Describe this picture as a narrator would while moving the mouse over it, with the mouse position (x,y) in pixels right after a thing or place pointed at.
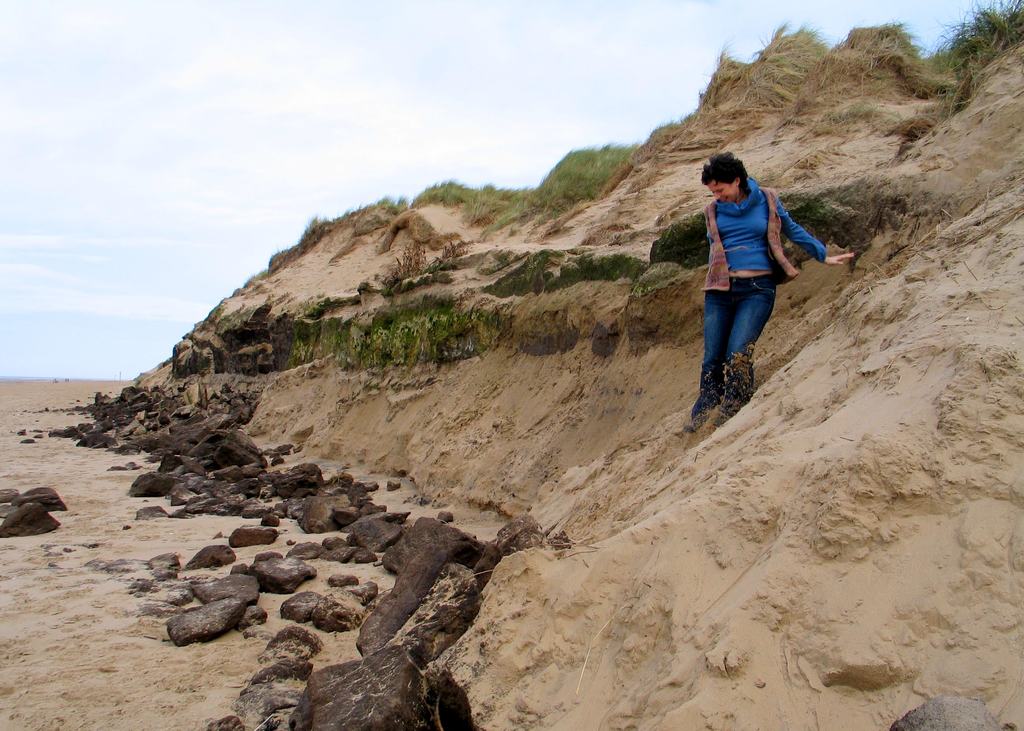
In the picture I can see a woman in the sand (827,307) and there is a smile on her face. I can see the rocks (183,500) on the surface (145,632) on the left side (240,405). There are clouds (409,181) in the sky (415,143). I can see the green grass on the sand (812,379).
